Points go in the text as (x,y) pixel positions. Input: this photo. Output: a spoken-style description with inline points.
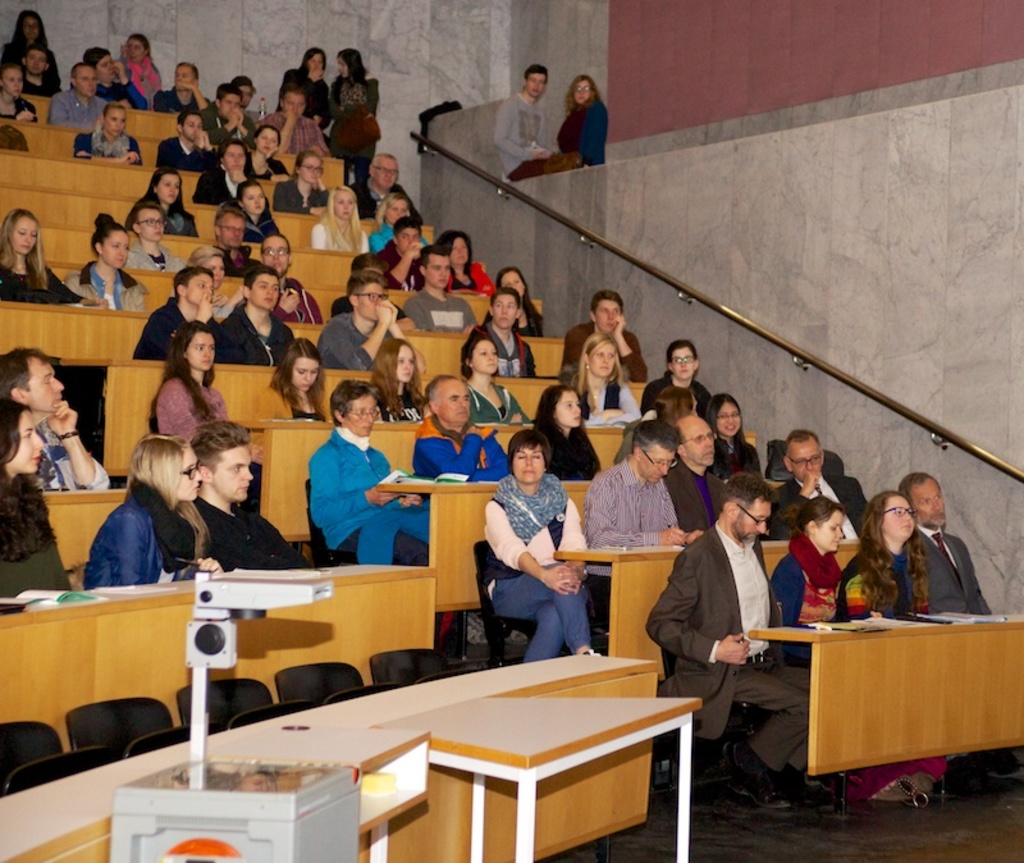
An inside picture of a room (425,8). Most people (798,718) are sitting on a chair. In-front of them there are tables (851,687). On tables (632,602) there are books (118,591). This is a projector (271,829).
